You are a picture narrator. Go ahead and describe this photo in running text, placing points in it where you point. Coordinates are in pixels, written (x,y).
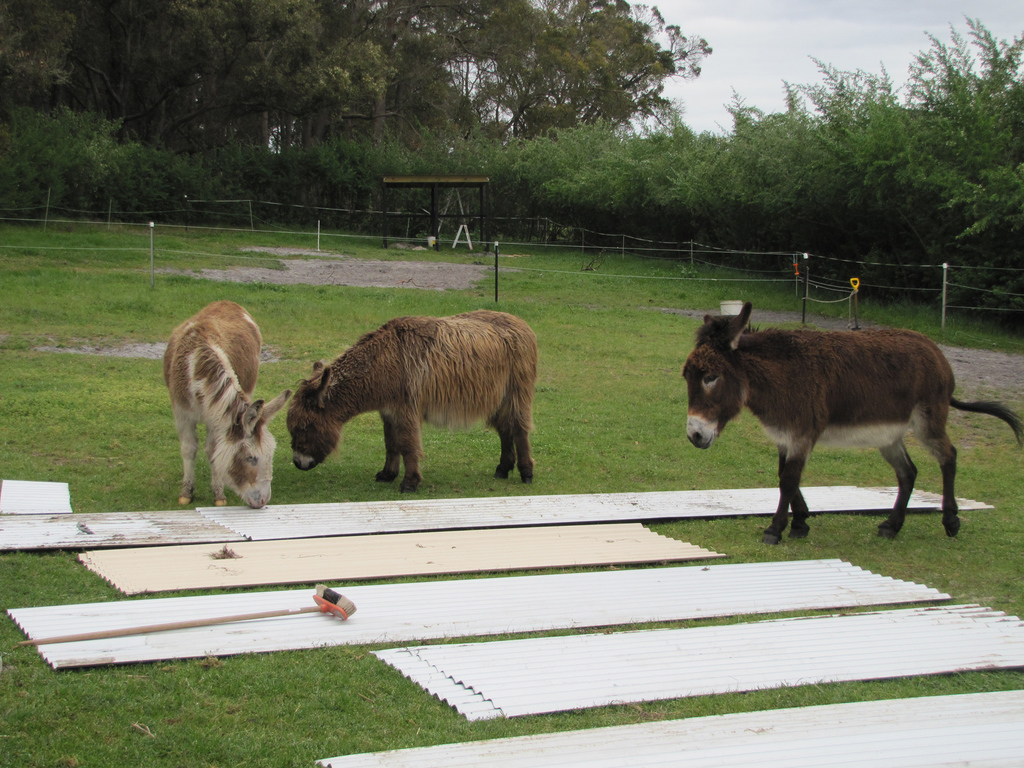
In the foreground of the image (496,625) we can see steel tins (442,678) and grass (377,667). In the middle of the image (442,340) we can see animals (1021,436). On the top of the image (207,222) we can see the trees (700,188).
